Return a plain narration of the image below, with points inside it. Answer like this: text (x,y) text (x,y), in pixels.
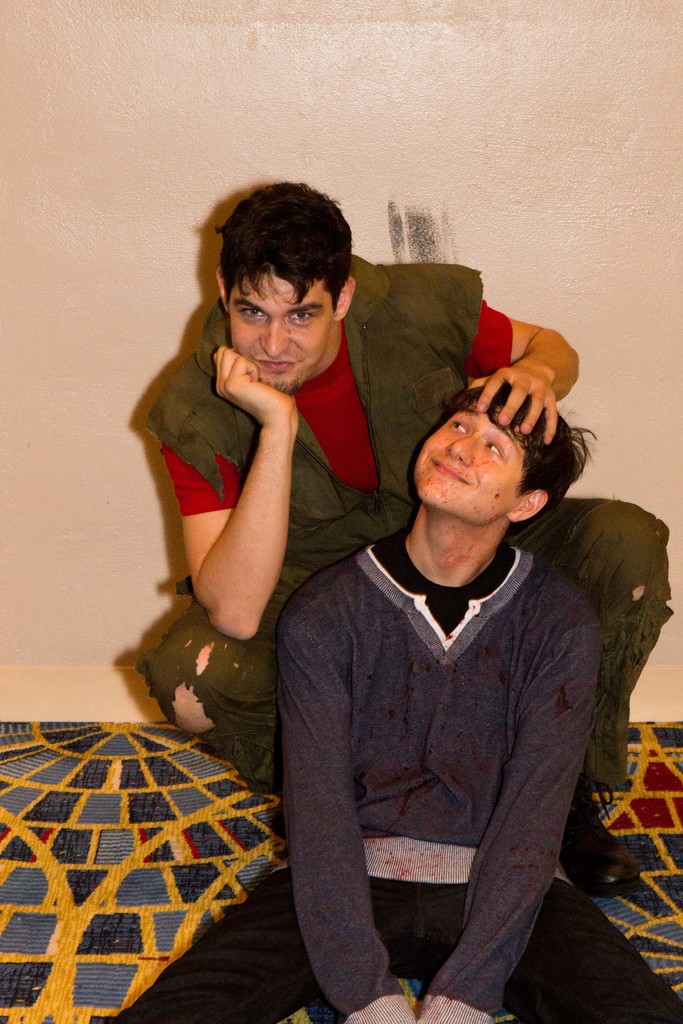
In the foreground of the picture (423,602) we can see two men (331,622) sitting on a mat like object (125,835). In the background (297,116) it is wall (593,219).
